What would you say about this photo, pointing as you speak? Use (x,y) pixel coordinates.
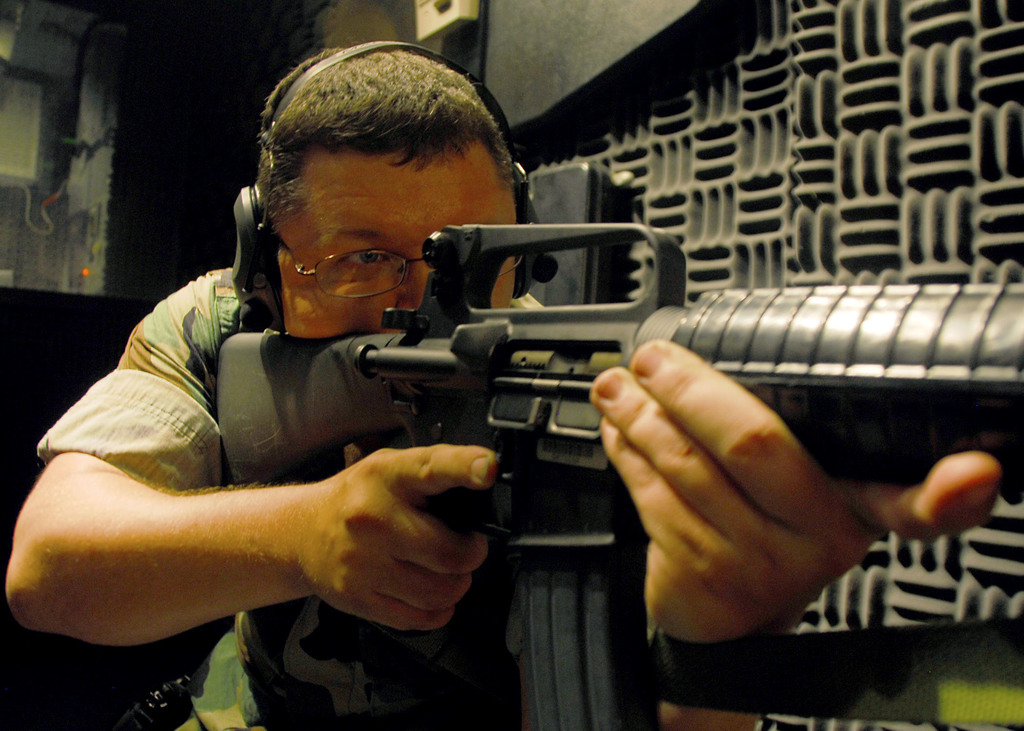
In the center of the image (678,475) a man (316,230) is wearing headset (260,240) spectacles (353,279) and holding a gun (526,462). In the background of the image (797,216) we can see wall (572,134), mirror (52,176), board (437,27). Through mirror (107,180) we can see some objects (87,172).
